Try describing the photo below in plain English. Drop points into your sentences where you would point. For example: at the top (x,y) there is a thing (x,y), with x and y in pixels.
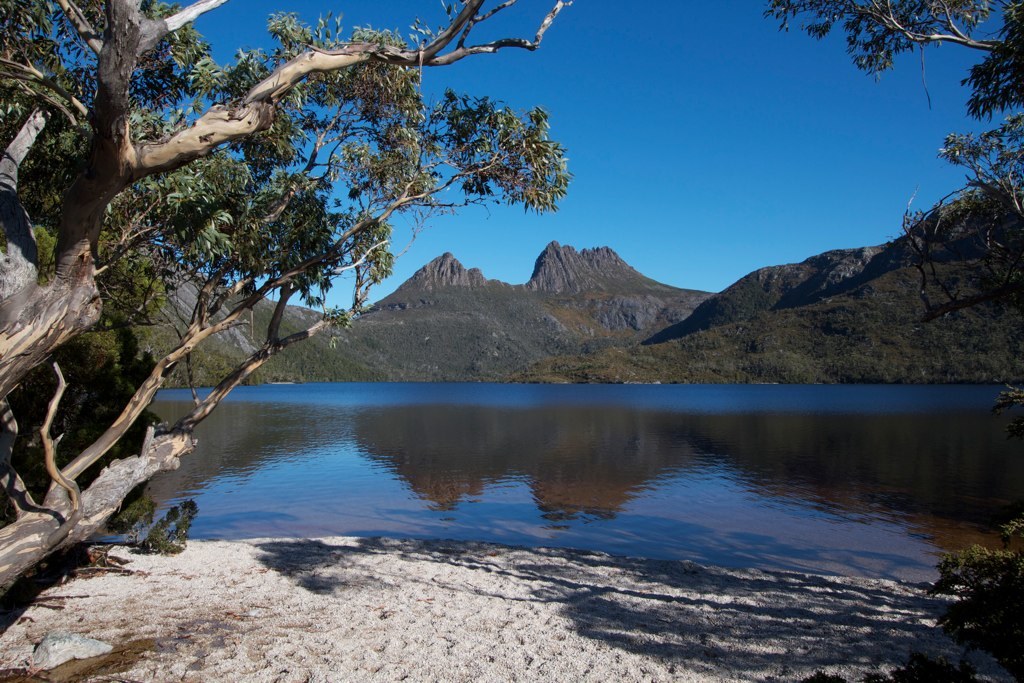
At the bottom of the image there is sand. In the center (598,389) there is a lake (472,472). In the background (397,347) there are hills (641,305) and sky (638,152).
